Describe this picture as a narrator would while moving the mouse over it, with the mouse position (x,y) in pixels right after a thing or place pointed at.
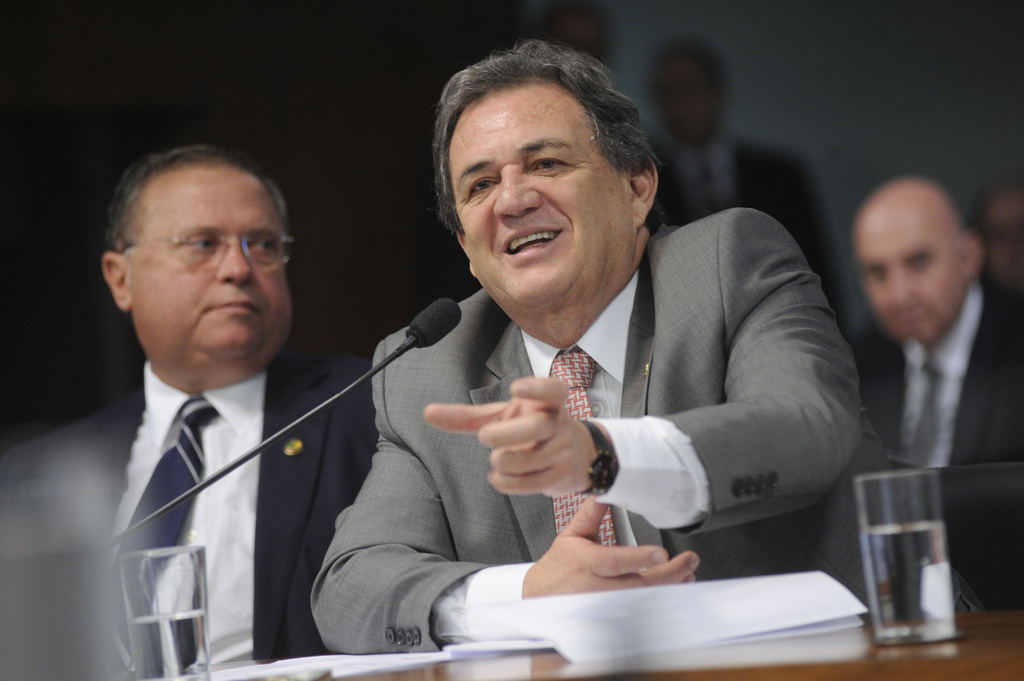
In the picture we can see a man (615,202) sitting near the desk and talking in the microphone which is to the desk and on the desk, we can also see some papers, glass of water (891,489) and the man (543,413) is in blazer (750,436), tie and shirt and beside him also we can see another man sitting and he is also wearing a blazer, tie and shirt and behind them also we can see some person (979,379) sitting and one man (674,109) is standing and he is not clearly visible.
